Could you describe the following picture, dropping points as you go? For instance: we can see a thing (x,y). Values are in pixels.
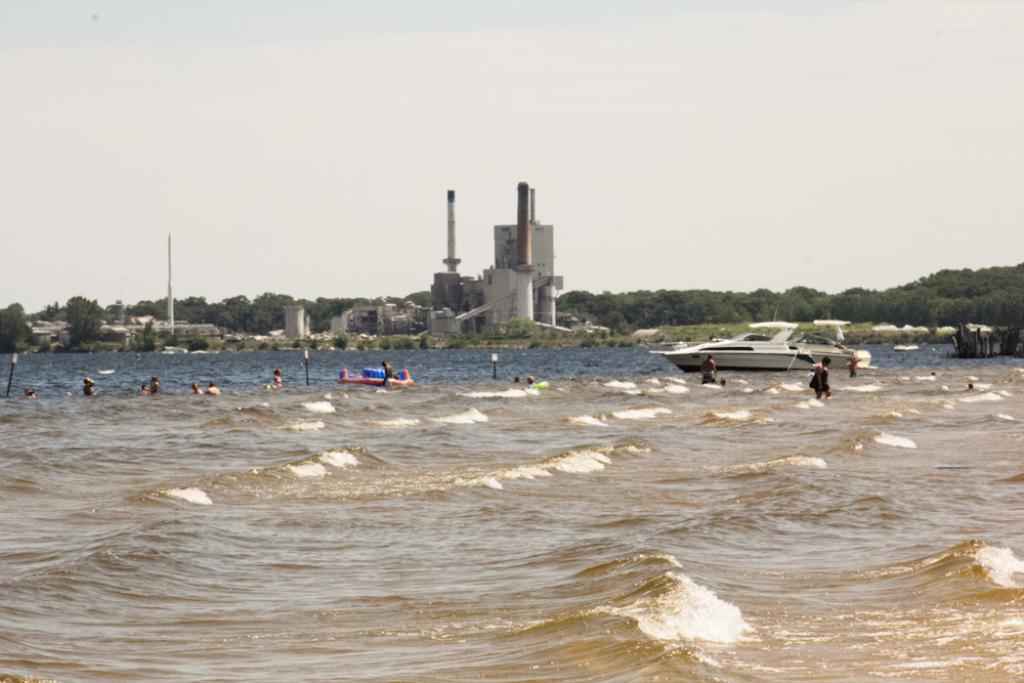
In this picture I can see a boat (734,346) and a raft (398,378) in the water (602,374) and I can see few people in the water (436,510) and I can see buildings (290,323), tower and few trees (753,295) and a cloudy sky (363,124).
